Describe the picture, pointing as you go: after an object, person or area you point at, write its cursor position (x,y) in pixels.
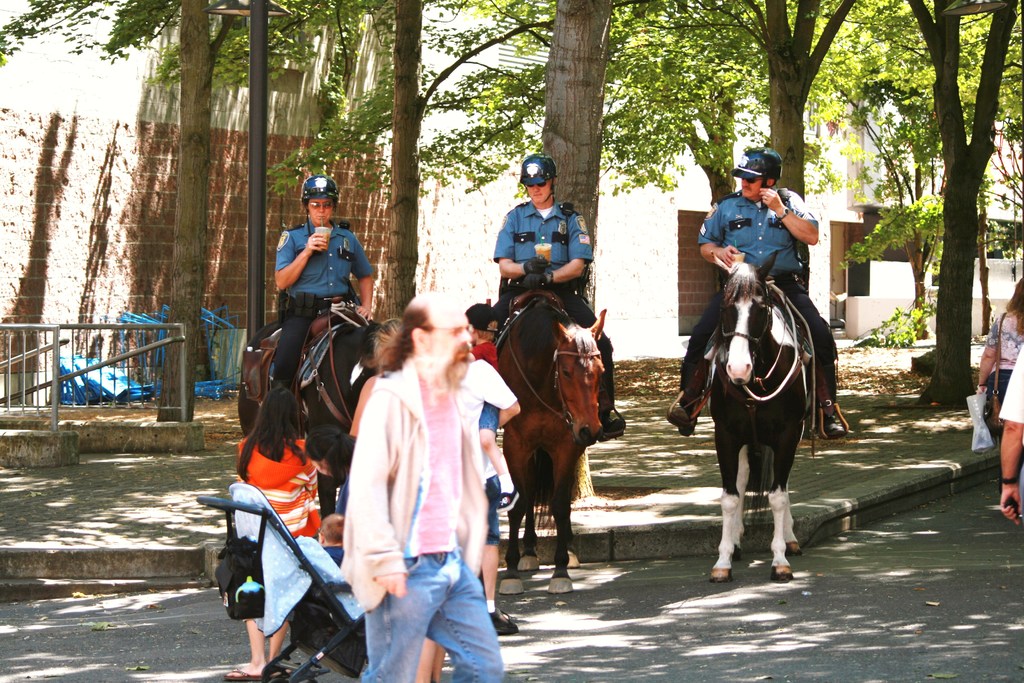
In this image I see 3 men (285,348) who are sitting on the horse (240,388) and there are few people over here on the path (141,605). In the background (1010,239) I see few trees (310,31) and the wall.
